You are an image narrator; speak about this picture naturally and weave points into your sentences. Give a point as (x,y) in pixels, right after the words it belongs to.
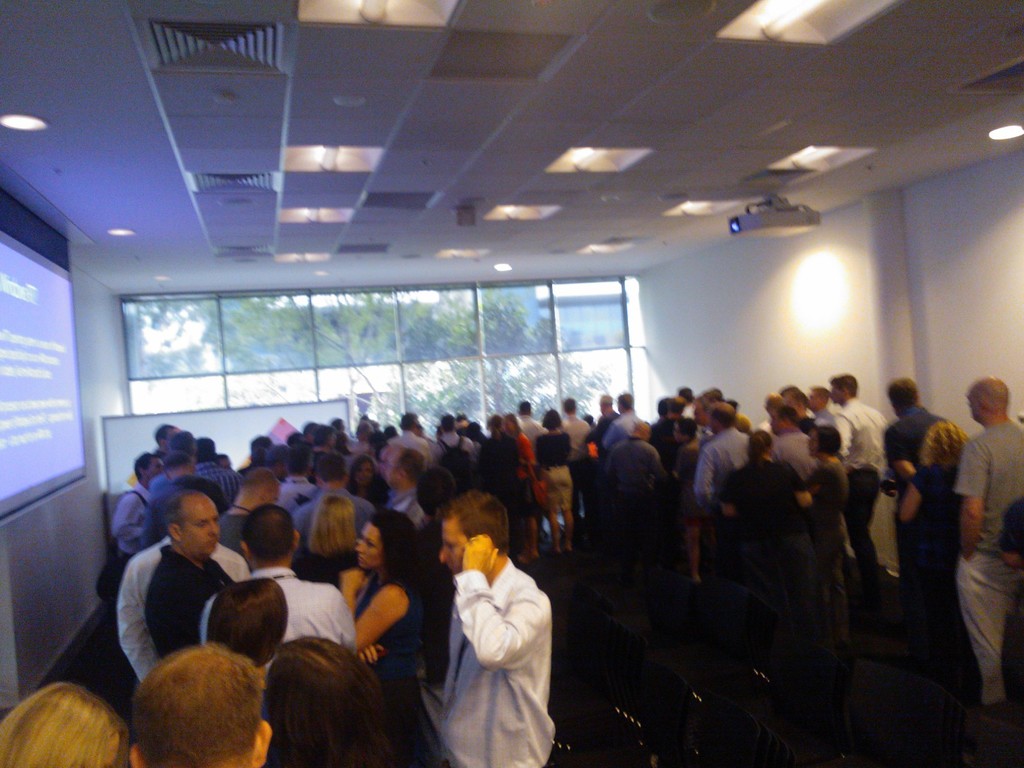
In this image there are people (219,739) standing on the floor (879,610). There are chairs (677,709). On the left side of the image (8,310) there is a screen (49,414). On top of the image (842,25) there are lights (699,209). There is a projector (742,217). In the background of the image (427,334) there are glass windows (374,357) through which we can see trees (428,341). On the right side of the image (789,342) there is a wall (929,306).
